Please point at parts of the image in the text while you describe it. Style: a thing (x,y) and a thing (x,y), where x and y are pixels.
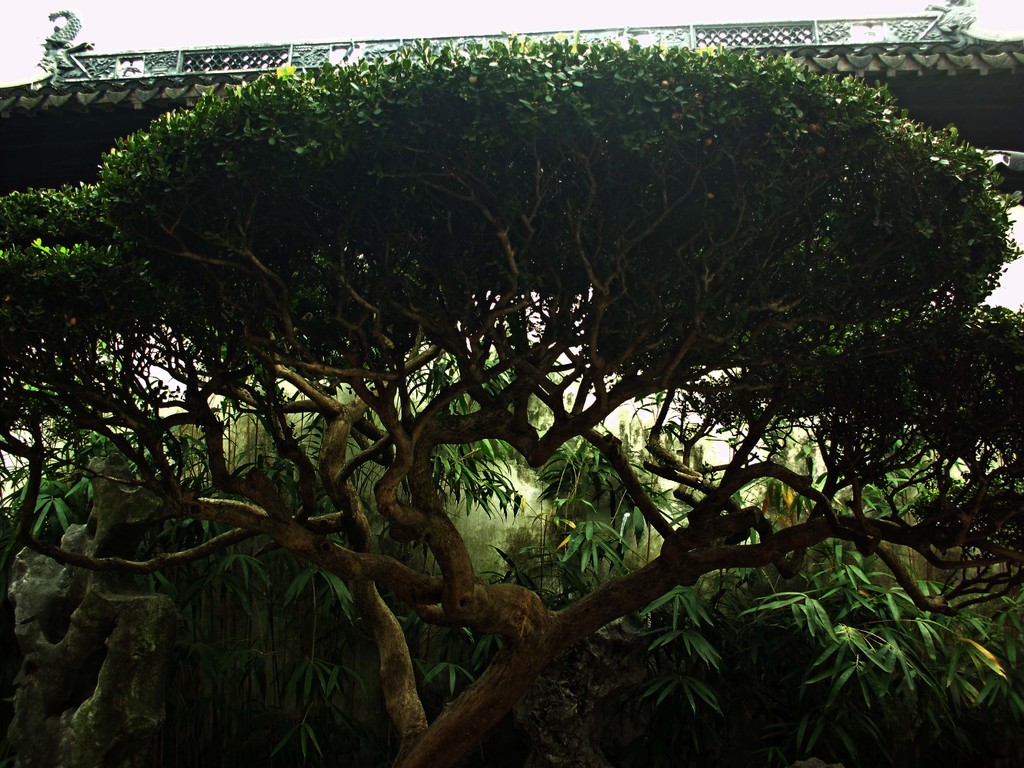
In the picture we can see a tree (934,257) and behind it, we can see many plants (294,702) and on the top of the tree (167,148) we can see a roof (10,110).
